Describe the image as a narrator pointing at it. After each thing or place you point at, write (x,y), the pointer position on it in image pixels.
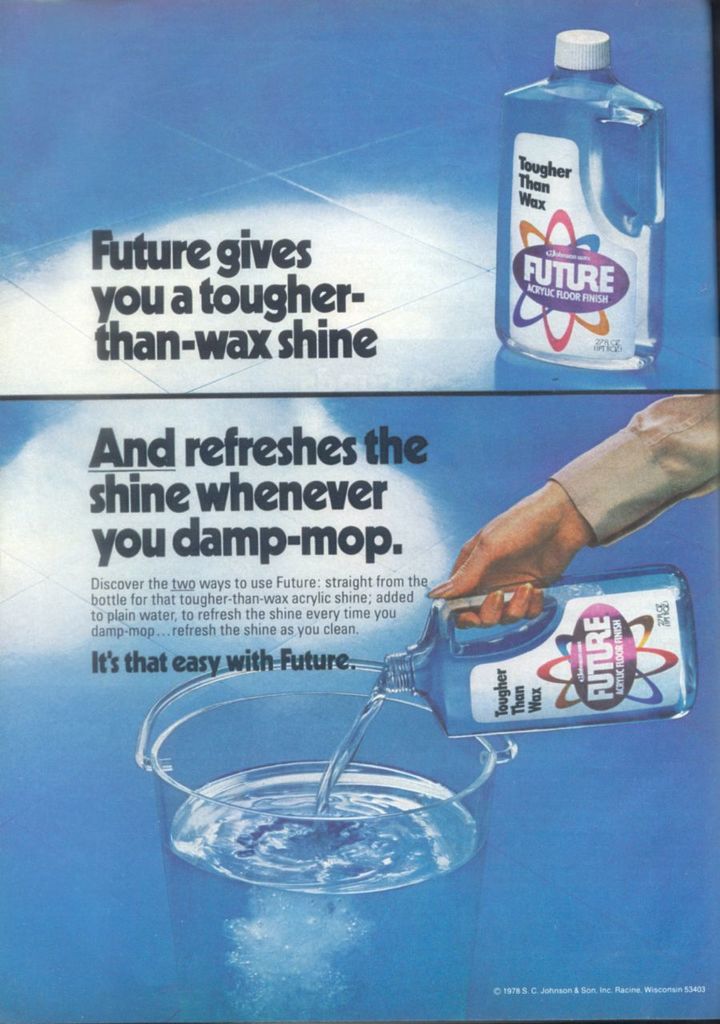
In this image we can see an advertisement (249,598).
